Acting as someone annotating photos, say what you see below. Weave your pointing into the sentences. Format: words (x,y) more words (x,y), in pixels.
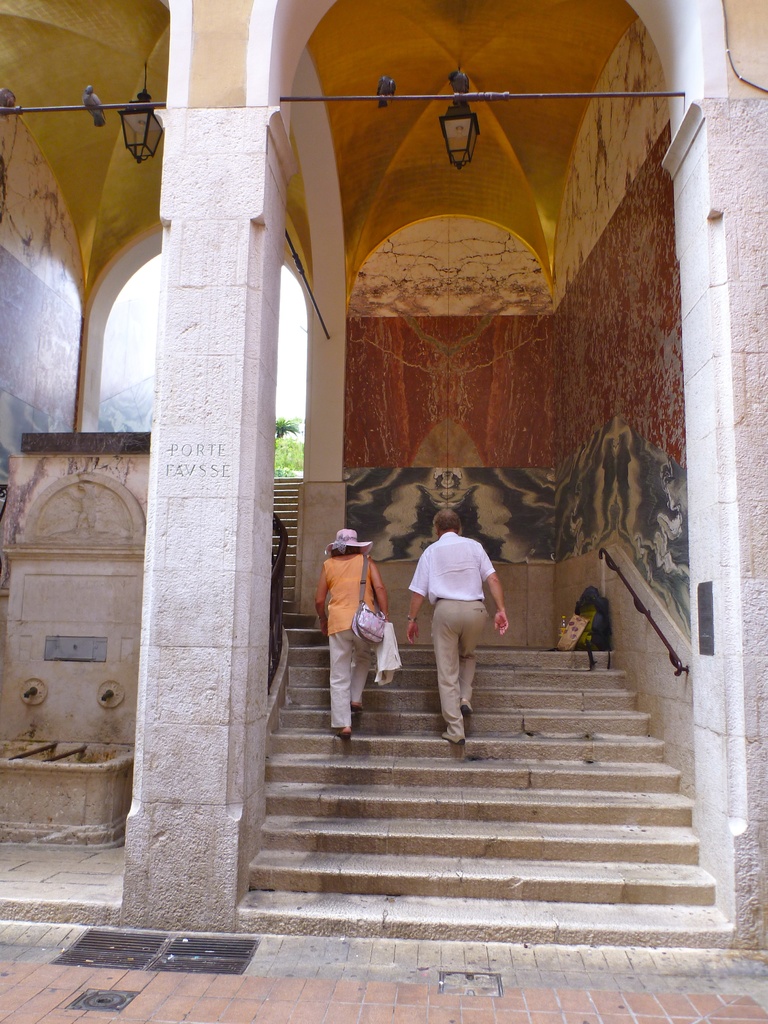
In this picture there is a woman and man (454,557) in the center of the image (472,665), on stairs (318,700) and there are arches (114,14) and lamps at the top side of the image (530,141) and there are birds (10,105) at the top side of the image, there are taps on the left side of the image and there are paintings (455,479) on the wall (446,405).
